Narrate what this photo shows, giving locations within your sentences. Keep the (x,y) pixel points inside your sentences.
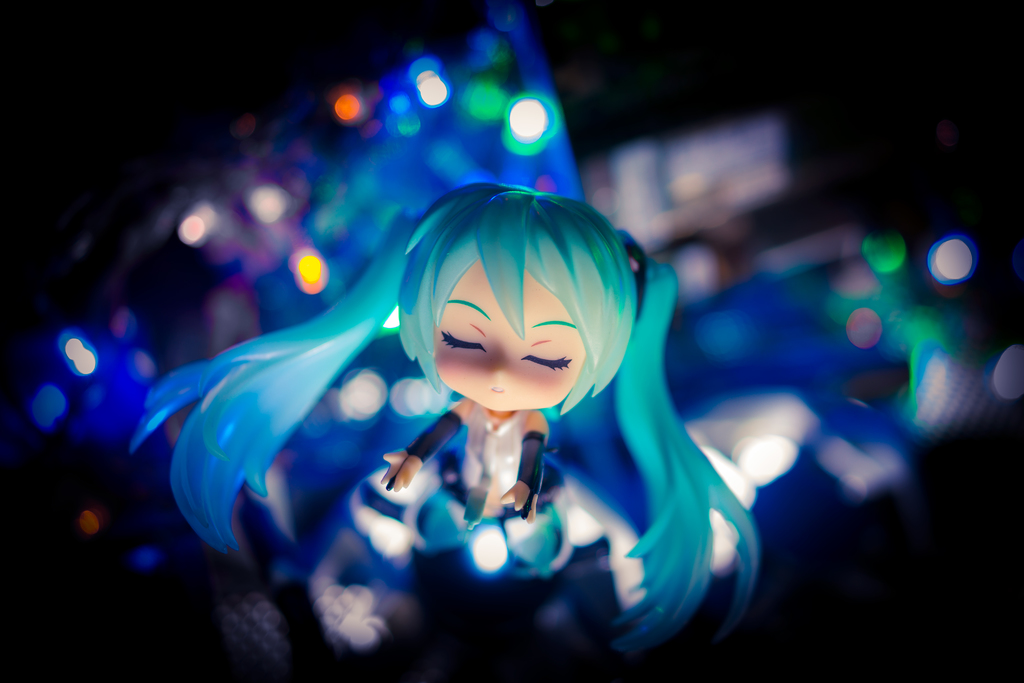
In the foreground of this image (479,473), there is a toy (512,397) and the background (159,541) image is not clear.
